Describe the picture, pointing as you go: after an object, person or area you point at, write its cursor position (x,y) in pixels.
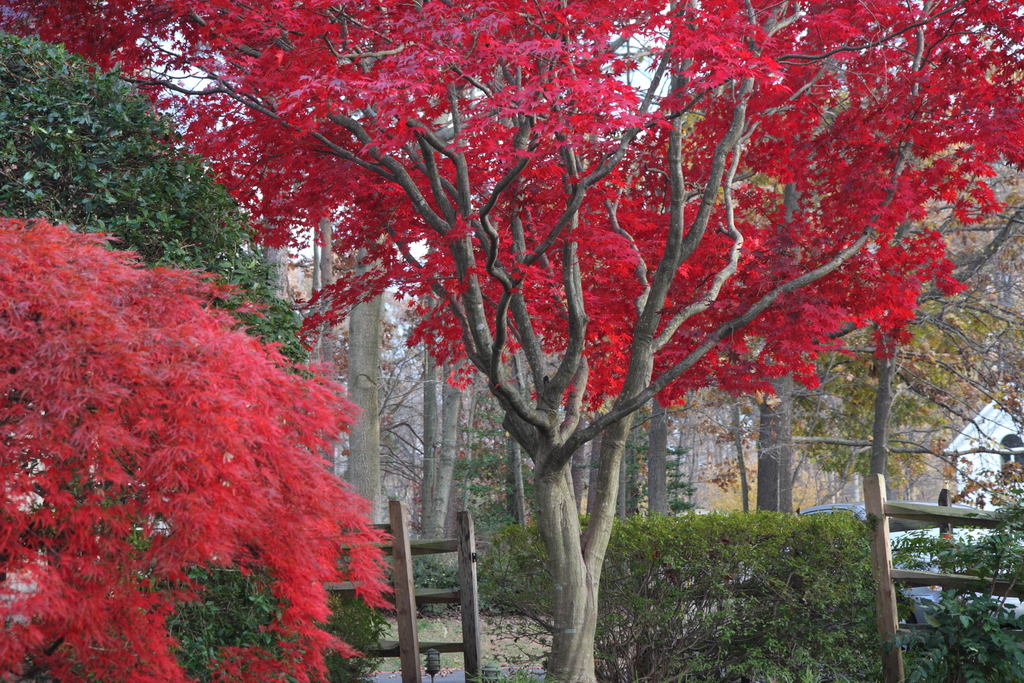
In this image, we can see the trees (396,398) and there is a sky (196,71) in the background (196,71).
